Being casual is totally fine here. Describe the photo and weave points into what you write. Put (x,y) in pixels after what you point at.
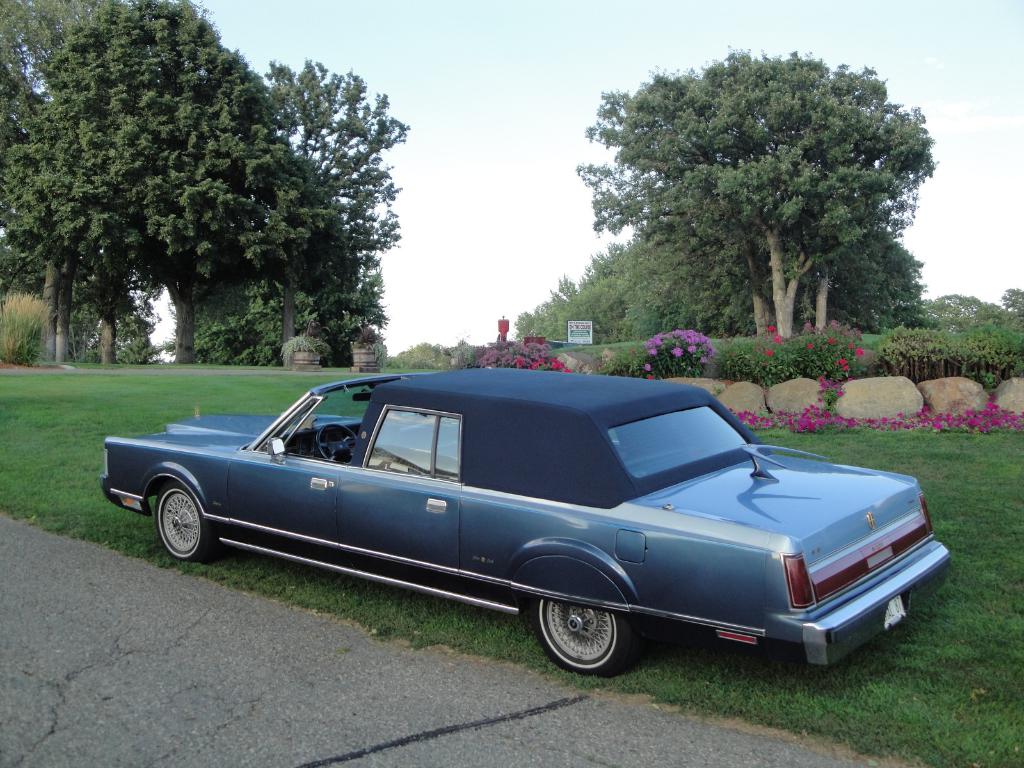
In the foreground of the picture (270,565) there are pavement (152,671), grass (64,441) and a car (551,501). In the center of the picture (633,360) there are trees (262,251), plants (799,366), grass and flowers (681,348). Sky (456,8) is little bit cloudy.
